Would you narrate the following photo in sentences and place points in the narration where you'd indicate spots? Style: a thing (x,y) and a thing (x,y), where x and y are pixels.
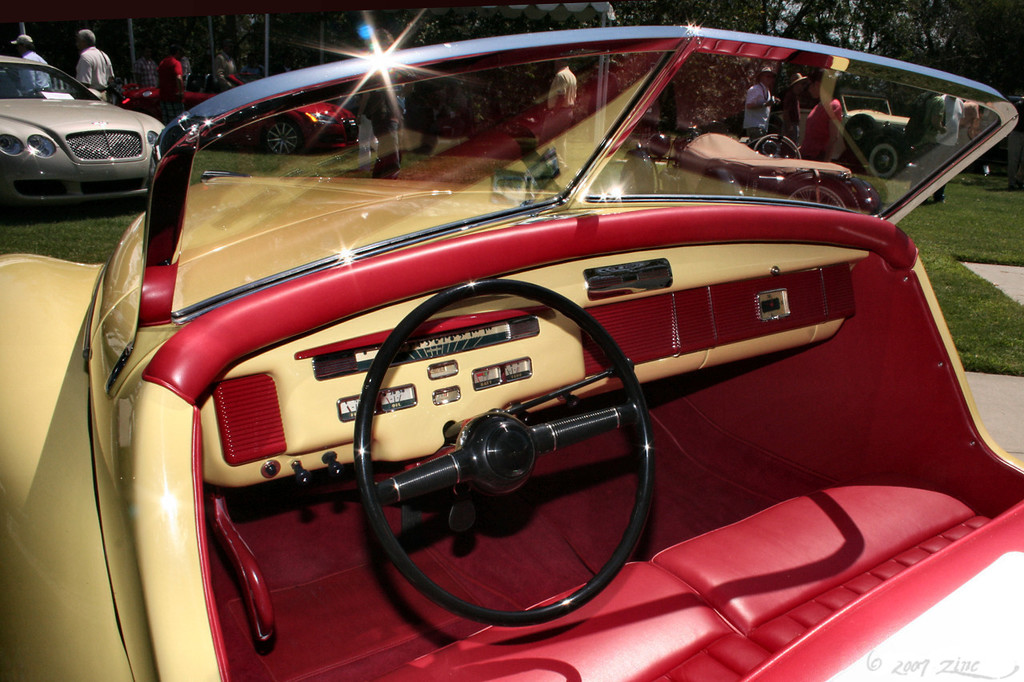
In front of the image there is a car (787,522) with seats (692,551), steering (434,591), meters (762,307) and glasses (383,118). In front of this car (338,159) there are few cars (116,113) on the ground (73,228). And on the ground (76,234) there is grass (76,229). And also there are few people (169,69) standing on the ground (73,251). In the background (174,40) there are poles (603,19) and trees (697,10).
